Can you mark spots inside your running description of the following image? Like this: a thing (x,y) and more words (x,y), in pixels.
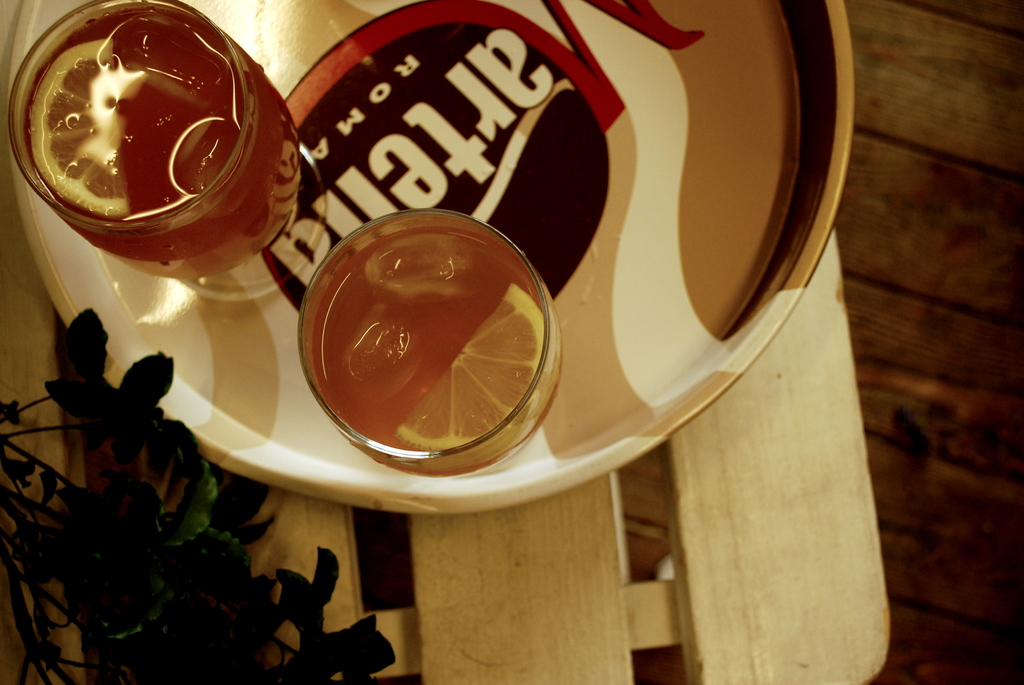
There are glasses (193,76) filled with juices (149,43) arranged on a wooden table (815,470) on which, there is a plant (126,387) which is having green color leaves (185,500). In the background (905,234), there is a wooden surface (915,154).
